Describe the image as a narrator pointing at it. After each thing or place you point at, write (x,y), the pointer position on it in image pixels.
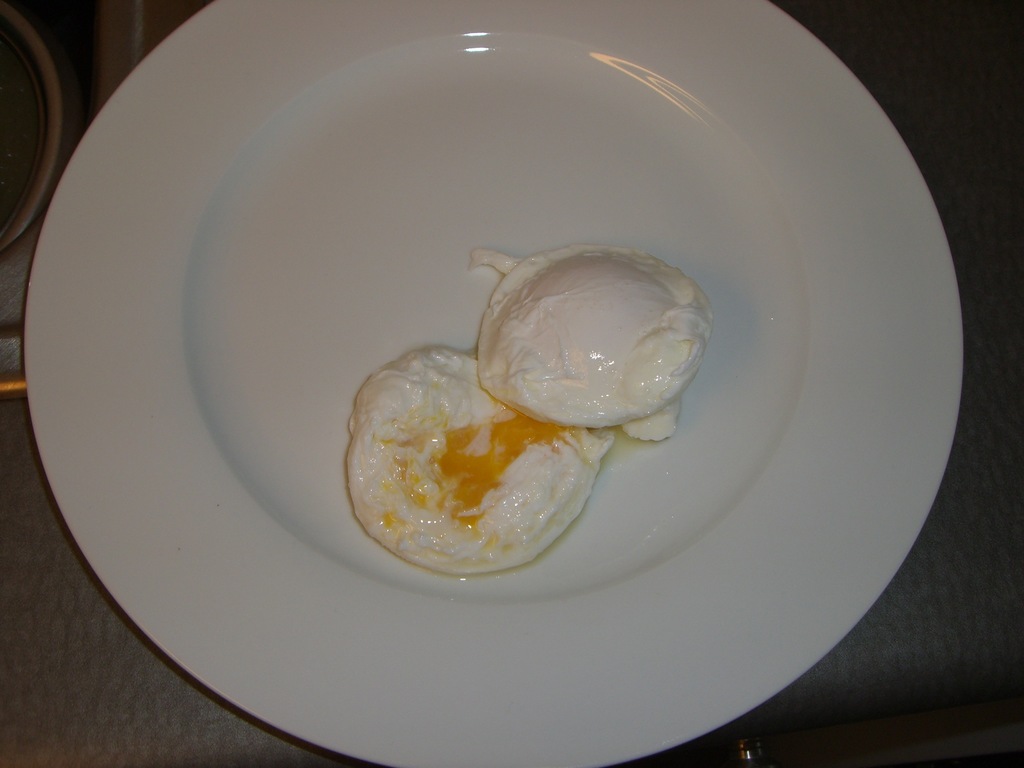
In the picture I can see food item (464,498) in a white color plate (529,576). The plate (778,472) is on a dark color surface (56,567).
